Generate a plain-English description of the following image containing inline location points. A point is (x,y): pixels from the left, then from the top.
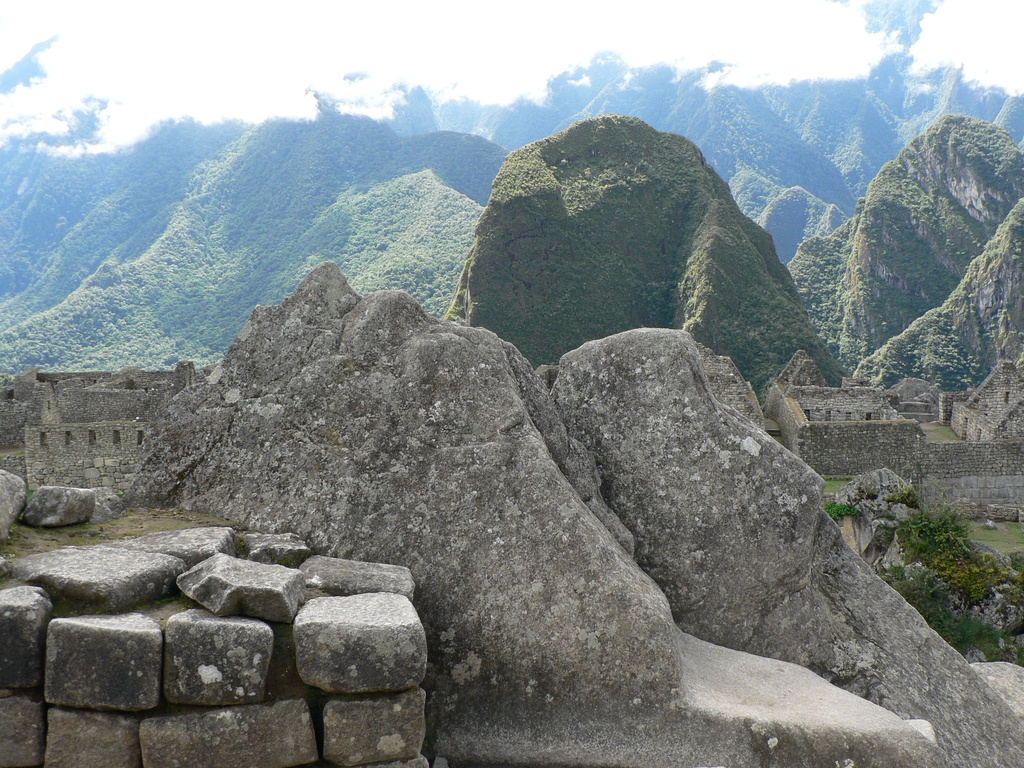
In the picture we can see some stones (209,547) and in the background of the picture (382,180) there are some mountains (638,175) and cloudy sky (538,30).
